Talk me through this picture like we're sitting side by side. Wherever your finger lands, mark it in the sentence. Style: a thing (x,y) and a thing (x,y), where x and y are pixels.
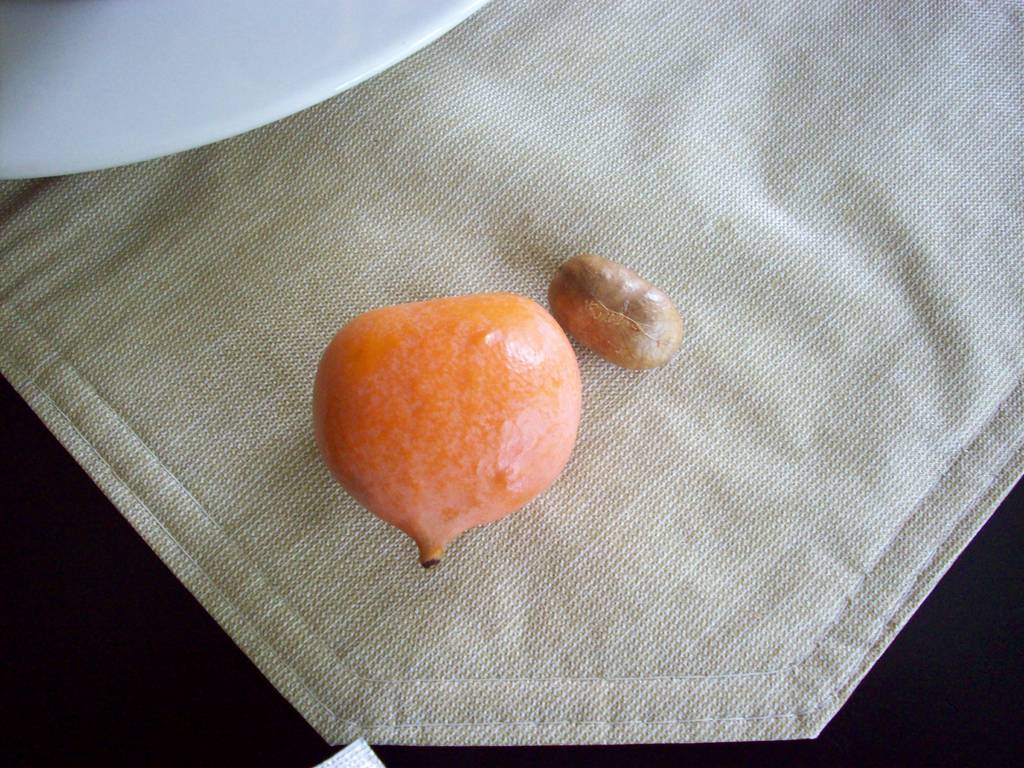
In this image there is a fruit (472,365) and a seed (567,313) on a napkin (298,434) on the table (135,539), beside the fruit (415,422) there is a plate (93,49).
